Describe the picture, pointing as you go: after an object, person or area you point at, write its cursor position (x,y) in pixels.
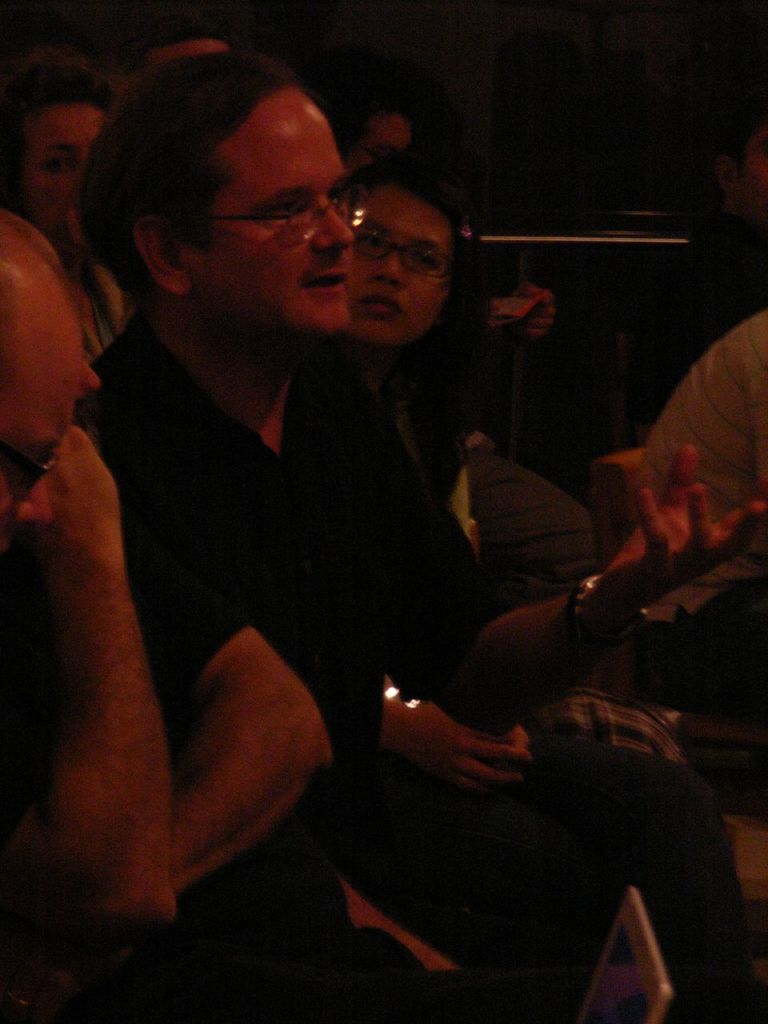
In this picture I can see few people (325,356) are sitting and looks like a laptop screen (636,954) at the bottom of the picture (617,998) and I can see dark background (554,142).
